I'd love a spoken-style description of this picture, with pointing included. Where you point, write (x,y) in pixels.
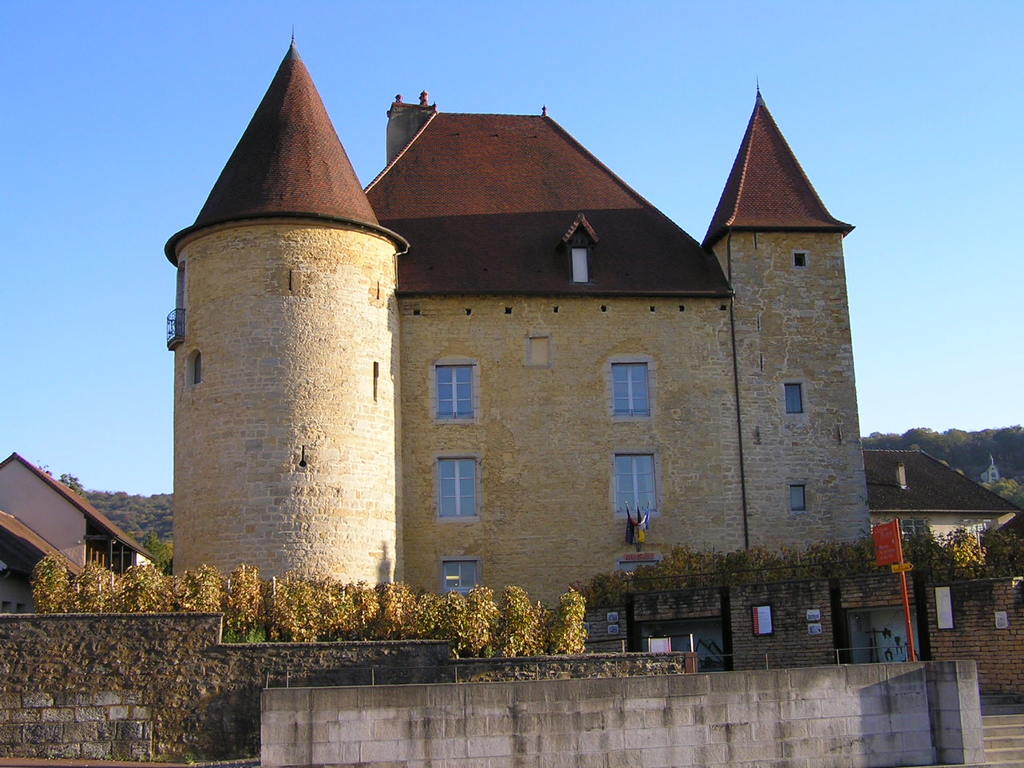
In this image we can see buildings (421,511), trees (259,582), boards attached to the walls (861,598), poles (902,561) and sky (131,188).
